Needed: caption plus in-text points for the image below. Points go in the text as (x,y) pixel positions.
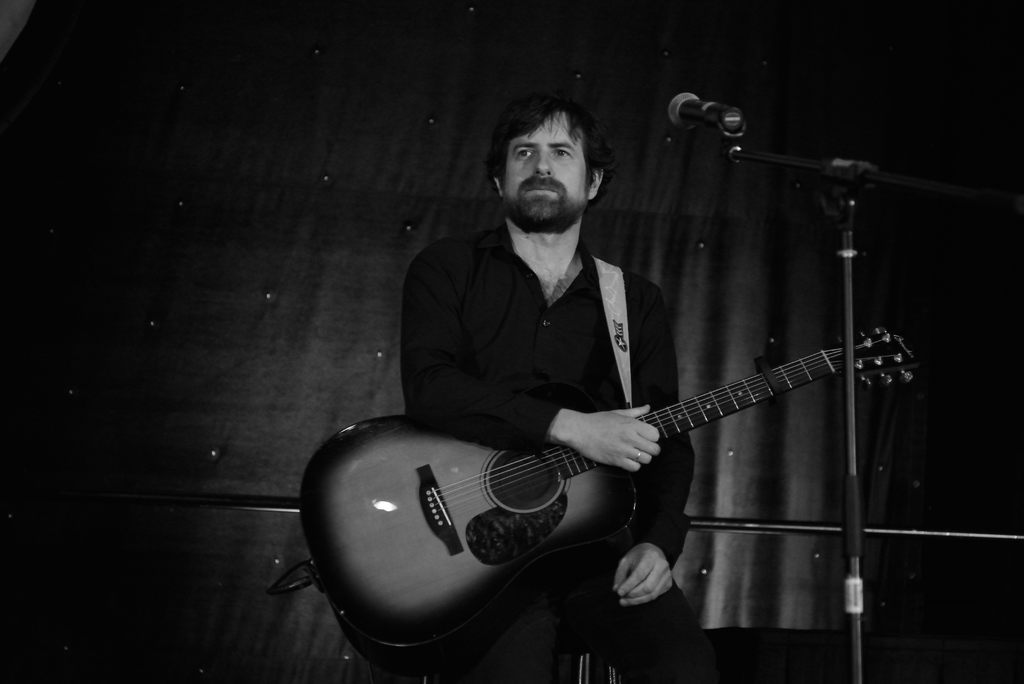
In this picture we can see a man (456,355) holding a guitar (618,502) in front of microphone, in the background (736,280) we can see curtains (762,312).
